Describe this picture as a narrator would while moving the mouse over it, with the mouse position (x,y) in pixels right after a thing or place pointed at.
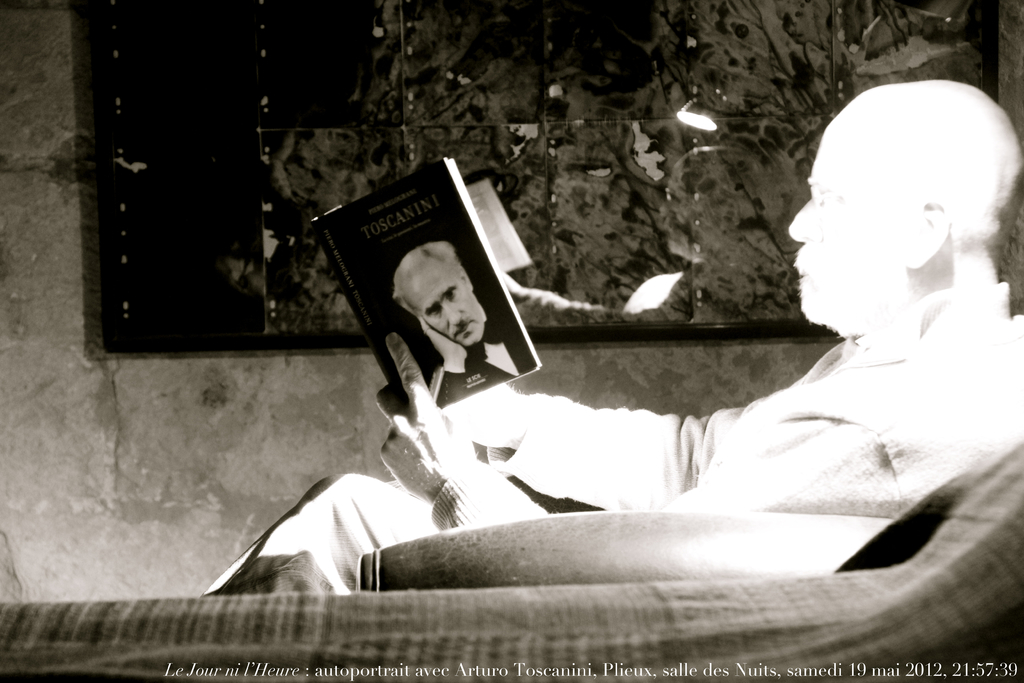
There is a person (939,205) who is sitting, holding a book (438,280) and reading. In front of him, there is a watermark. In the background (212,191), there is a picture (214,159), on a wall (155,485). In this picture, we can see, there are patterns (716,112) and a light (708,122).
